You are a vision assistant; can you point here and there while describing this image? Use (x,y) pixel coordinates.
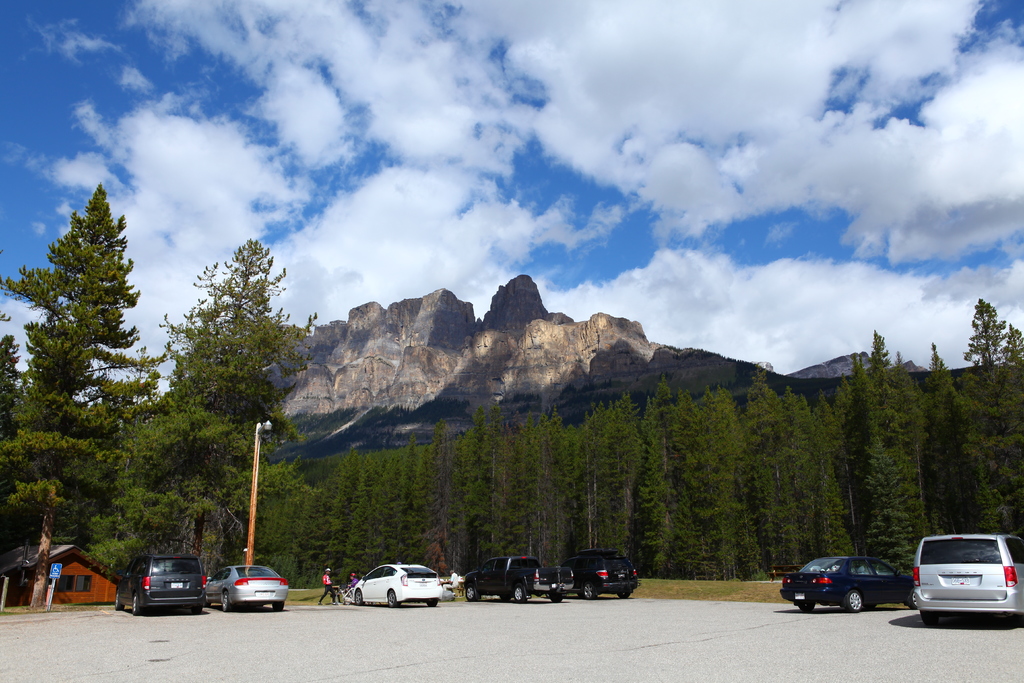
In this image in front (999,571) there are cars (402,600) on the road (367,637). There is a street light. There is a sign board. On the left side of the image (108,585) there is a house (86,576). In the center of the image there are people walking on the road (376,627). In the background of the image (374,475) there are trees (467,476), mountains (544,376) and sky (617,111).
